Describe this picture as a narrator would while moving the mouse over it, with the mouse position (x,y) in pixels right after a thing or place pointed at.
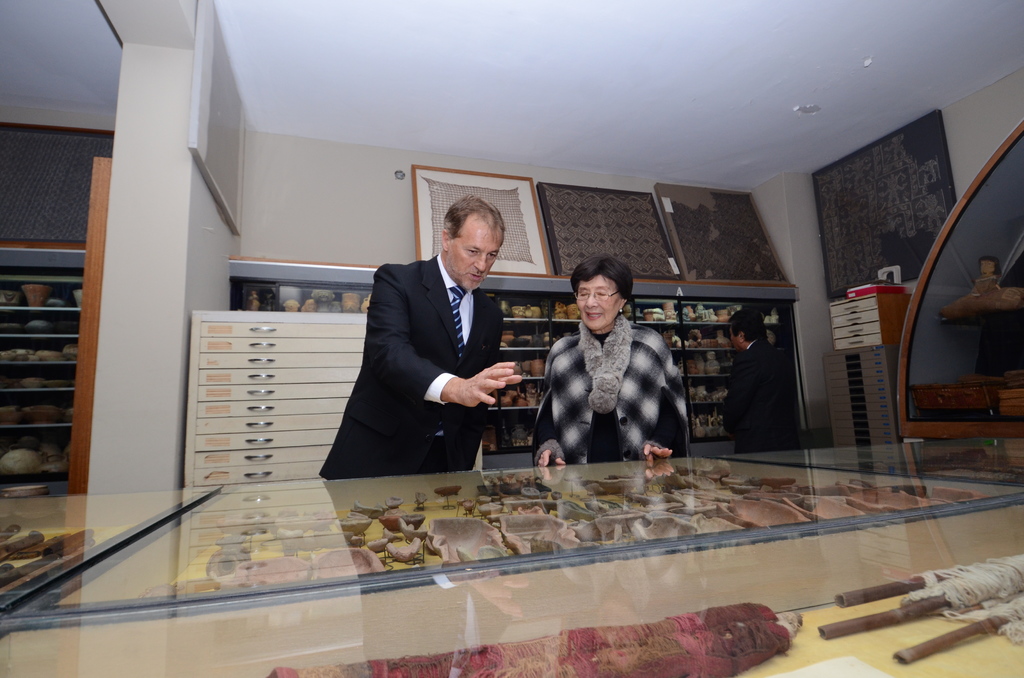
The image is taken inside a building (311,217). In the center of the image (436,412) there are two people (426,459) standing. At the bottom (476,541) there is a table (595,583). There are some antique pieces (734,644) placed inside the table (728,598). In the background (590,196) there are some frames (689,230). There are shelves (717,287). There are some vessels (50,327).
